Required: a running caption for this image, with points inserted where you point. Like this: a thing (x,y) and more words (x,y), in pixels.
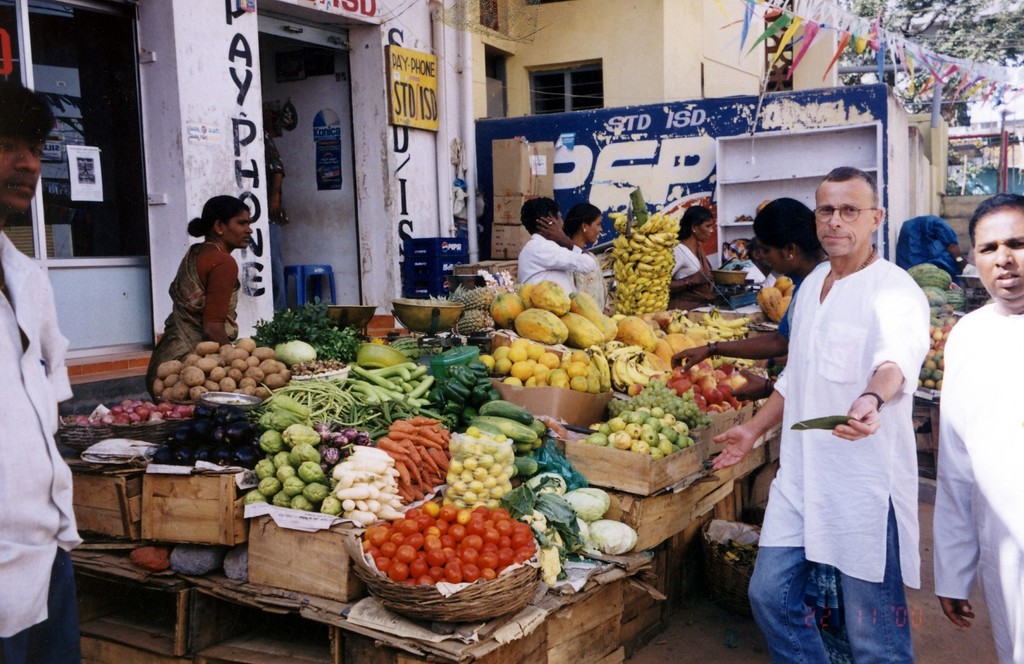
This picture is clicked in the market (742,583). The man (783,459) in a white shirt (783,459) who is wearing spectacles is holding a green color thing (819,424) in his hand (836,433). In front of him, we see a table (312,615) on which many baskets (501,588) containing fruits (486,490) and vegetables (414,418) are placed. Behind the table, the woman (215,285) in a saree (191,340) is standing. The man (561,243) and woman (601,270) in white shirts (566,283) are standing beside the table (601,341). Behind them, we see a wall (254,145) in white color and a yellow board (406,86) with some text (421,93) written on it. The man (5,93) on the left side (71,397) is standing. On the right side (832,86), we see buildings (990,144) and trees (973,103).
